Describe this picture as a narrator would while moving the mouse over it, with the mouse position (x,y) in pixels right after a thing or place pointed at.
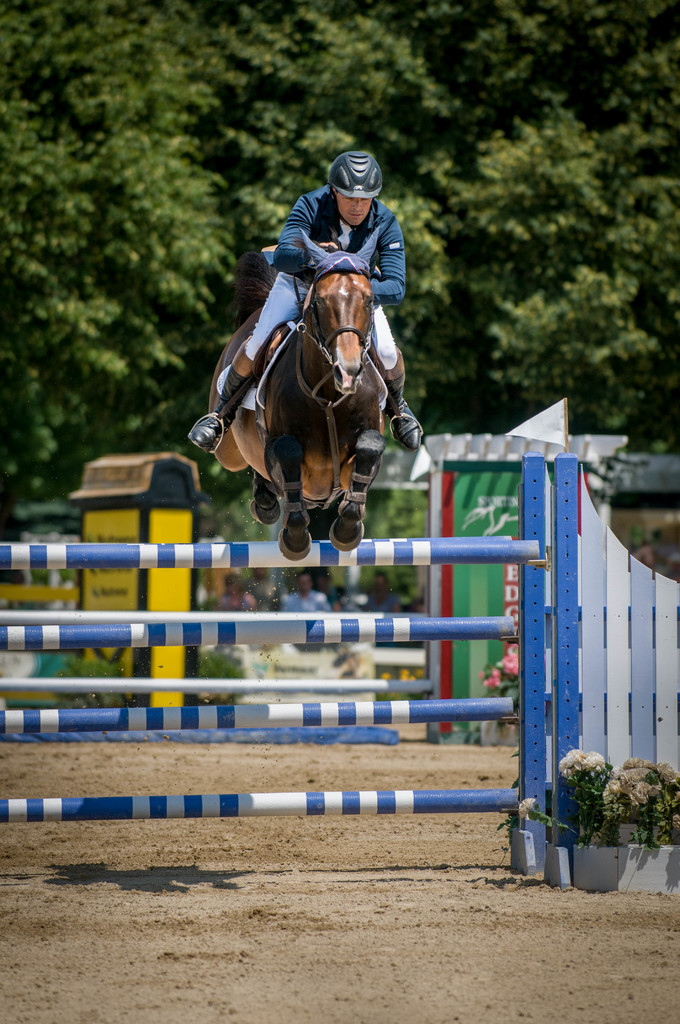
A person (313,209) is riding a horse (237,419) and the horse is jumping a blue color fence (130,544), behind the man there are some objects (143,593) and behind them there are plenty of trees (479,146).
